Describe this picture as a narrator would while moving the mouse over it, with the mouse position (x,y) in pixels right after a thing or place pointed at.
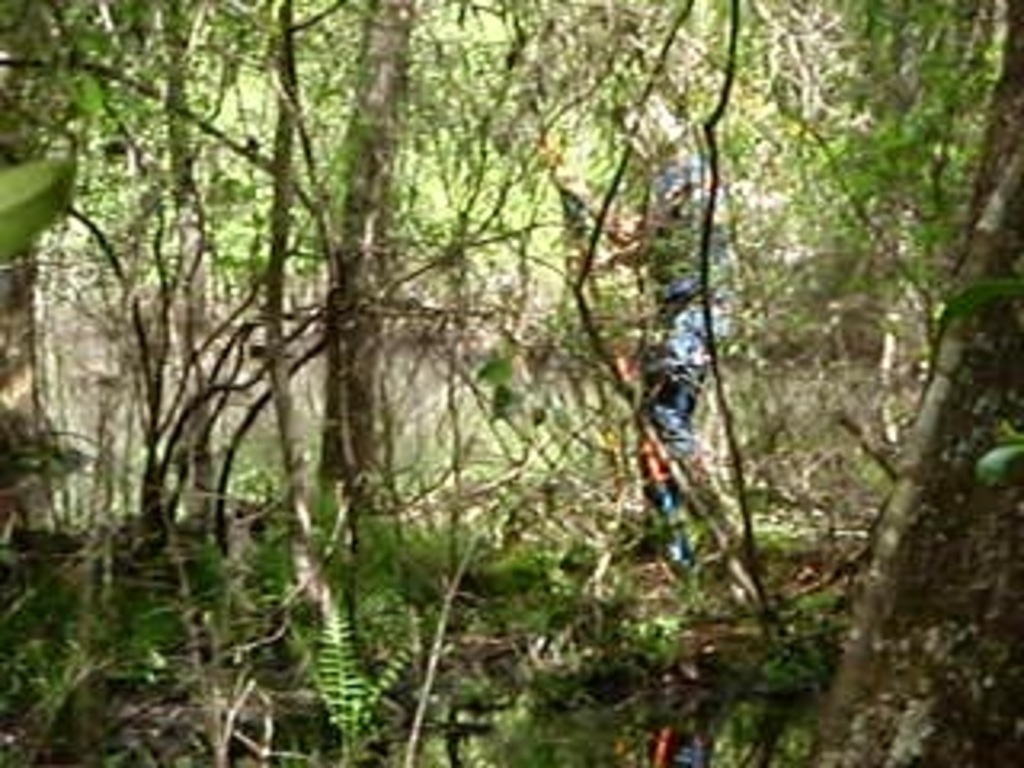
In this image there is a person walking in the forest (496,608) around him there are so many trees (958,9).
